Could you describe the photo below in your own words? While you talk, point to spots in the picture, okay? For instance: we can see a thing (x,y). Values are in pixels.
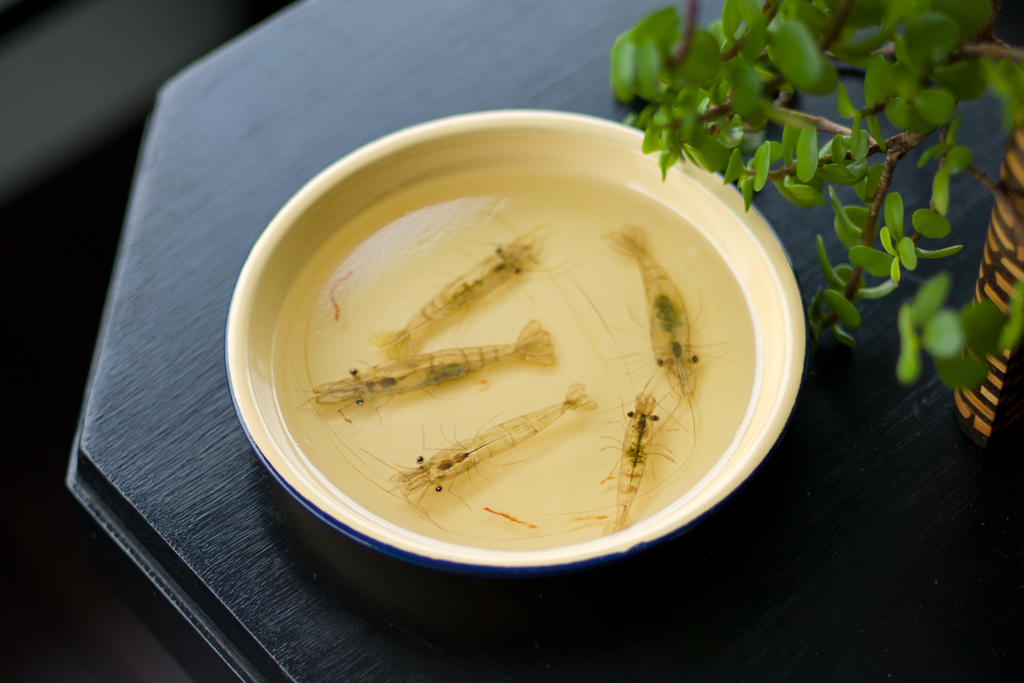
In this image we can see a bowl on the wooden surface (209,500). We can see water (478,372) and five shrimp (547,422) in the bowl (579,378). On the right side of the image (898,100), we can see a plant (902,132) and an object (988,283).
